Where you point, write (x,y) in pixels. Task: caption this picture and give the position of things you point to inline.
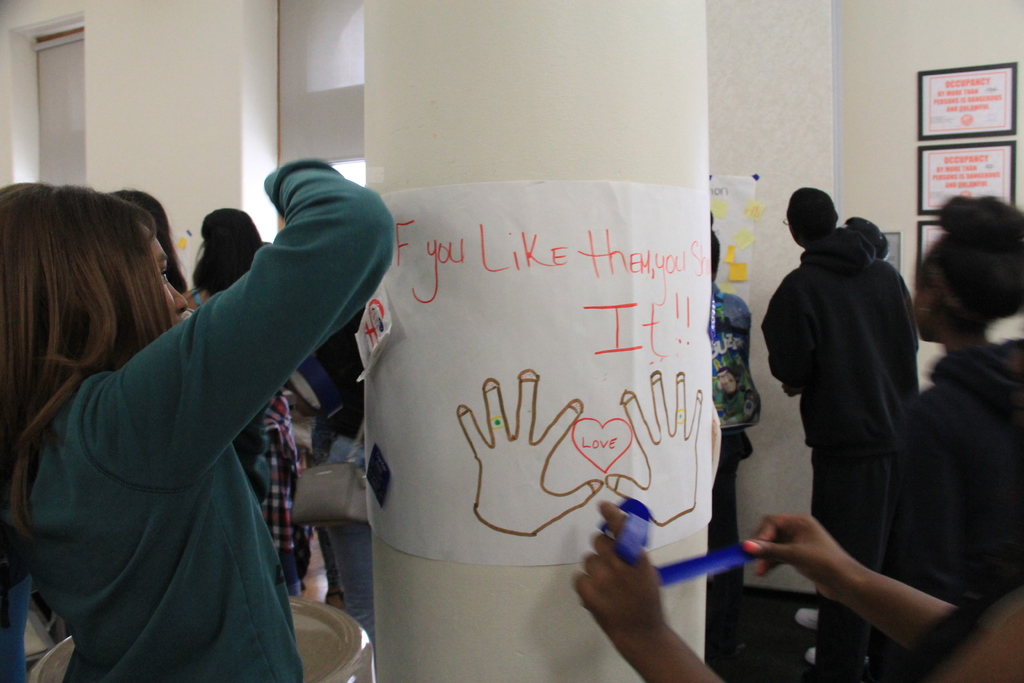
In this image we can see a group of people (206,406) are standing, A person (820,429) is watching a notice (952,164), Here a notice board (659,517) is displayed.
